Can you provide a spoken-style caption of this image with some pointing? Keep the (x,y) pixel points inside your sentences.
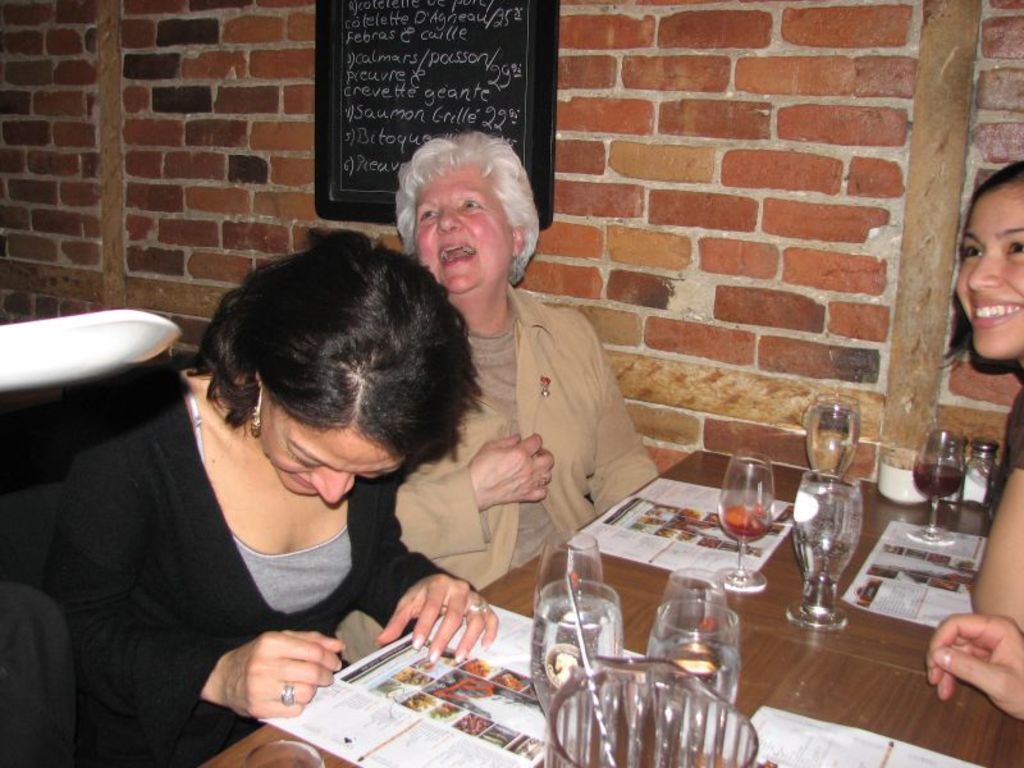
The image consists of three persons (243,696). It is taken in a restaurant (643,149). In the background (662,36), there is a wall (200,94) with red bricks (248,72) and a black board (414,78) is fixed on it. To the left (169,609), the woman (169,609) wearing a black suit (149,561) is sitting. In the middle (622,505), there is a table (789,677) on which there are glasses (813,554) and papers (517,619).
